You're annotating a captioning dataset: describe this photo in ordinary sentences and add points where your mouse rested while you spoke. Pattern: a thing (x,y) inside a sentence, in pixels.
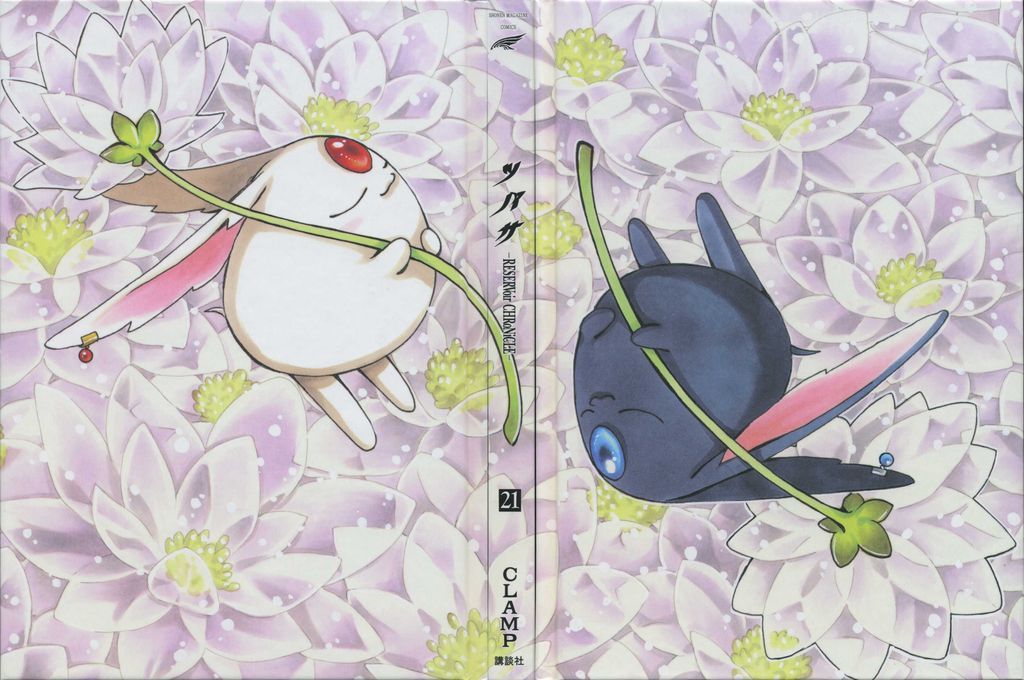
In this image I can see the animated picture in which I can see two objects (365,230) which are white and black in color holding green colored plants (497,318) in their hands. I can see few flowers (814,555) which are white, purple and green in color.
